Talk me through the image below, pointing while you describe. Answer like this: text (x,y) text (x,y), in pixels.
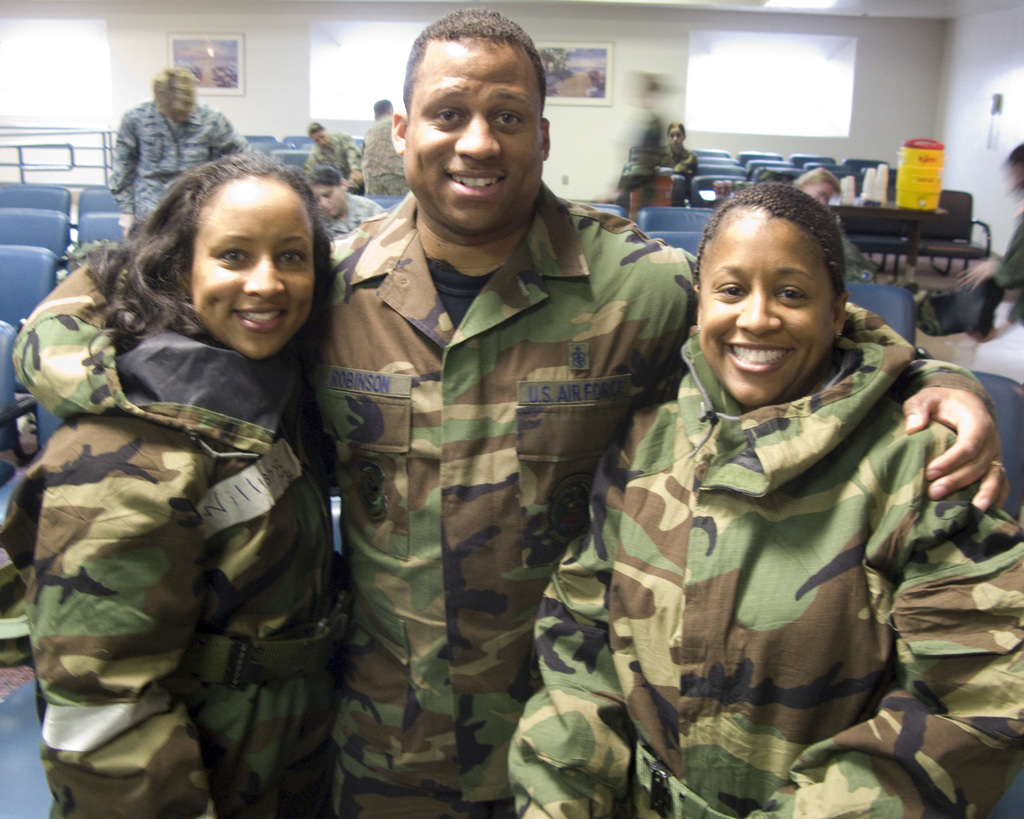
In this image I can see group of people (478,463) standing. In front (496,565) the person (426,530) is wearing military uniform (452,640), background (872,131) I can see few chairs (43,193) in blue color and I can see few frames (186,43) attached to the wall (582,111) and the wall (582,159) is in white color.
